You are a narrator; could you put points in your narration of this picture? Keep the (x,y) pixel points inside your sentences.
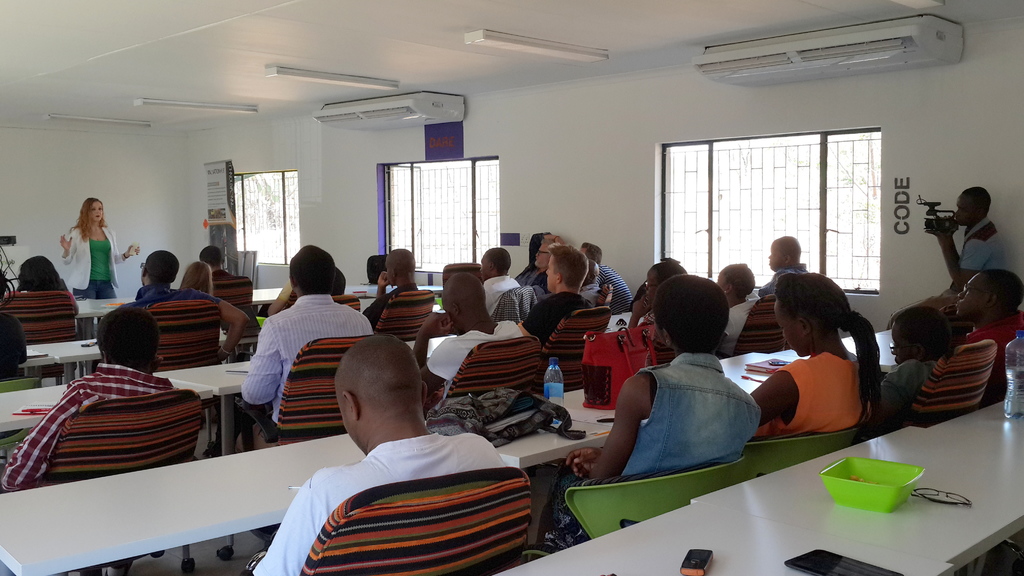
It is a classroom (568,408) students (307,546) are sitting in the chairs (570,380) in front of that a woman (89,256) is standing and explaining them in the background (969,241) is a photographer (949,234) he is capturing the photos, in the room (799,190) there are two air conditioners (413,103), three windows (784,184) and a poster (226,190) stick to a wall (362,183), on the first table (834,533) that is a bowl (872,486), spectacles (942,502) and a mobile phone (852,559) and water bottle (1008,397), in the background (24,227) there is a wall (29,177) and it is of white color.
